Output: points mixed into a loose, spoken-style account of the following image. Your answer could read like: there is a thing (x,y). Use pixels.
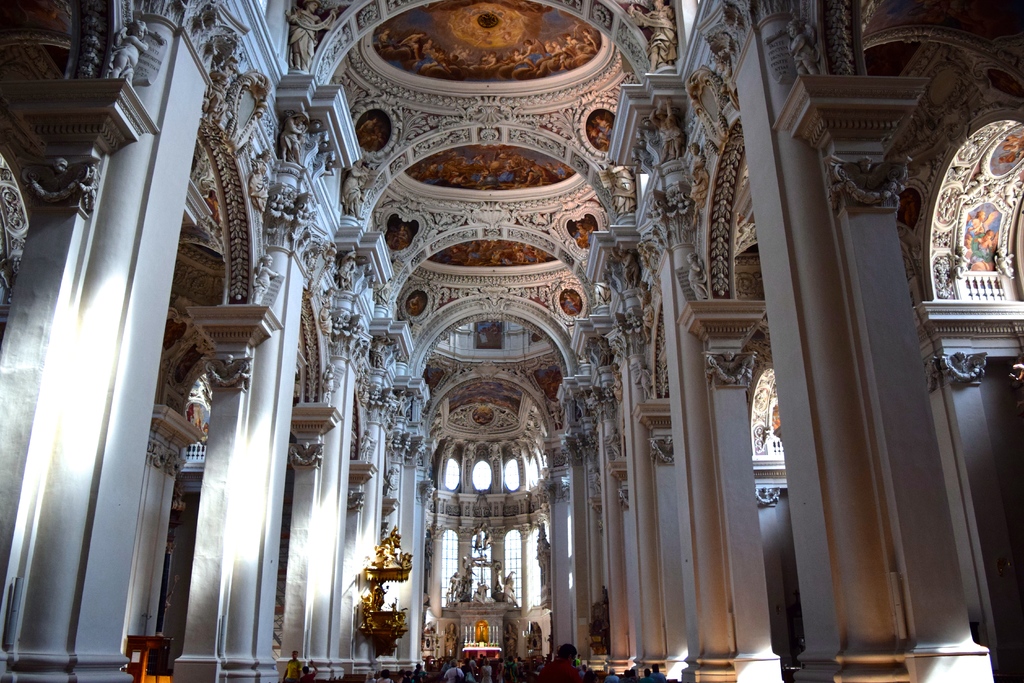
In this image, we can see some sculptures (254,183) on pillars (767,205). There is a crowd (479,664) at the bottom of the image (516,663).
